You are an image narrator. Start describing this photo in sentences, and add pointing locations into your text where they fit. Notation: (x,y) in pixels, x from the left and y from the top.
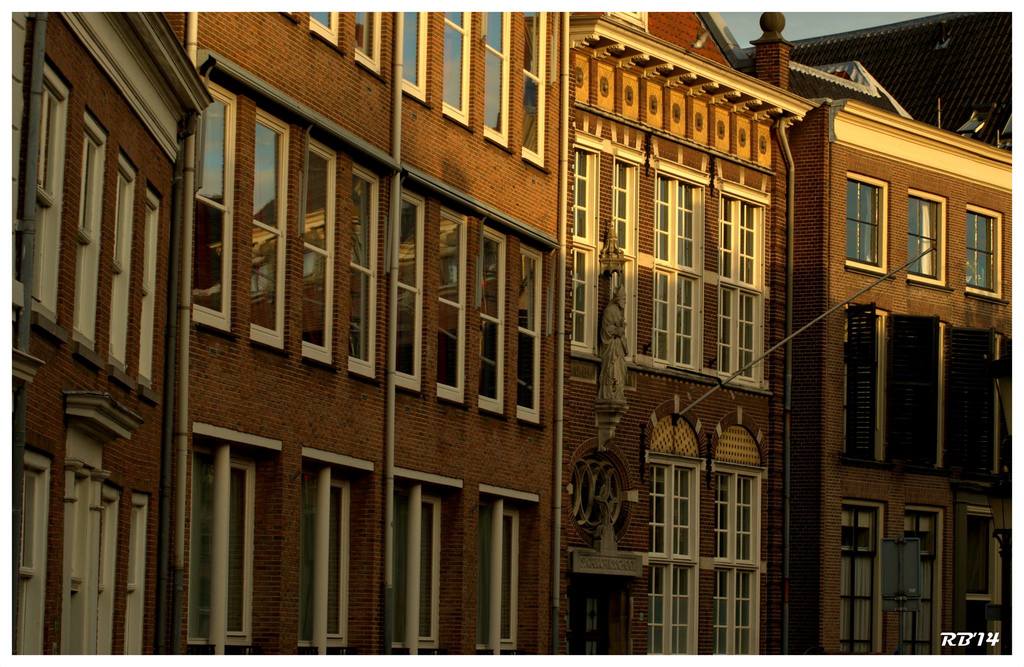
In this picture, we see the buildings (501,206) in brown color. These buildings (530,326) are made up of brown colored bricks (209,408). These buildings (216,369) have many windows (414,292) and doors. In the middle of the picture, we see a stone carved statue (620,400). In the right top (873,58), we see the roof (931,95) of the building (934,99) in black color.
